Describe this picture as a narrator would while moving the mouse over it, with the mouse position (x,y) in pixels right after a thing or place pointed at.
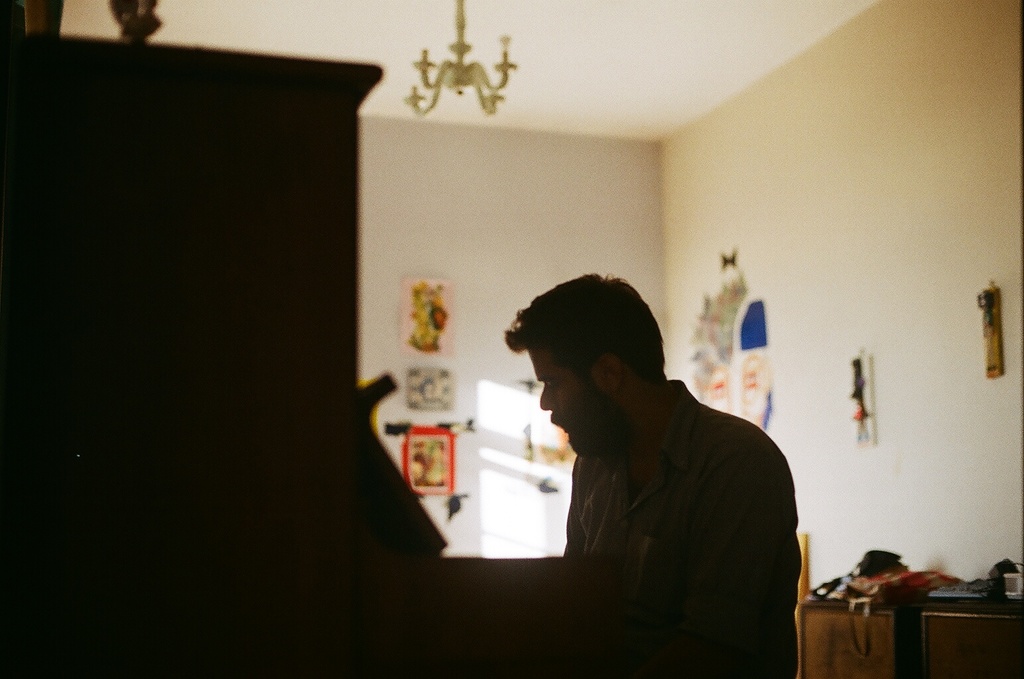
In this picture there is a man (655,603) in the center of the image (581,347) and there is a desk (853,637) at the bottom side of the image (874,605) and there are posters (755,353) on the wall (553,268), there is lamp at the top side of the image (502,37).
